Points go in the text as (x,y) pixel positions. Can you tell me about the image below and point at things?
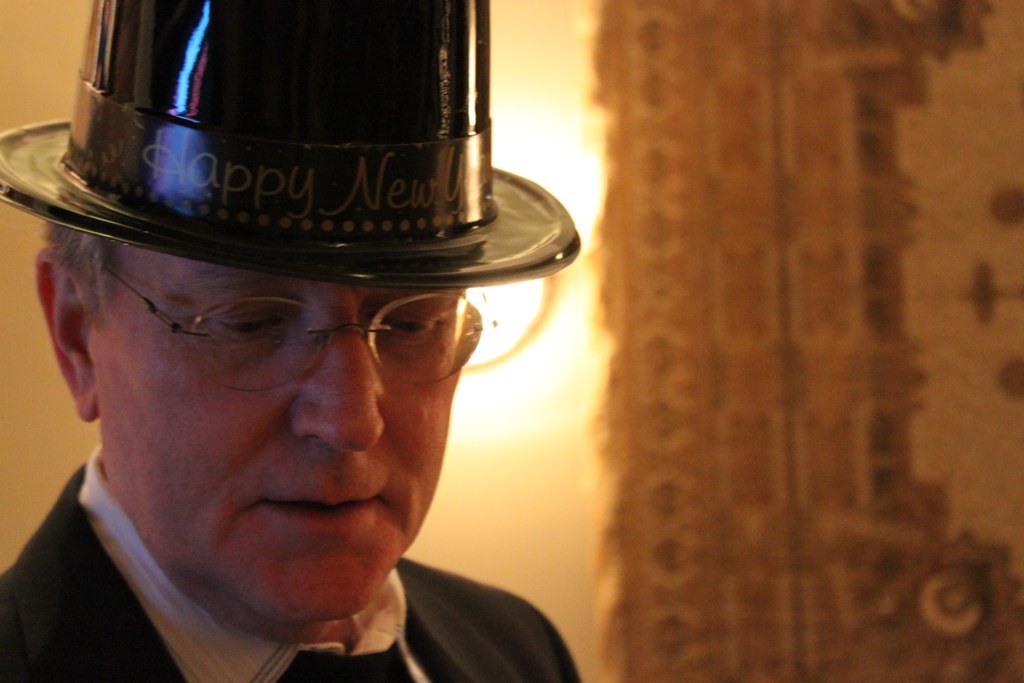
In this image we can see a person (355,449). The background of the image (1006,358) is blur.
